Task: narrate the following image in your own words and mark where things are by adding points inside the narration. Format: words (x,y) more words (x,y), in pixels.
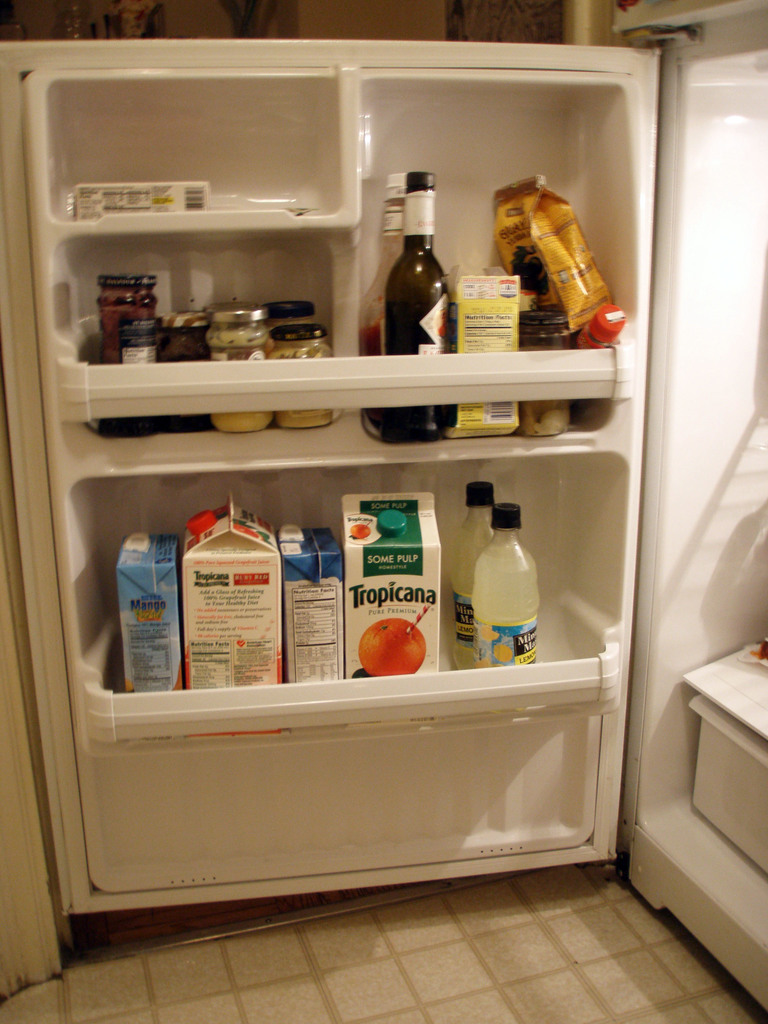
In this image I can see a refrigerator (539,365). I can also see few bottles (373,350), cardboard boxes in it.
